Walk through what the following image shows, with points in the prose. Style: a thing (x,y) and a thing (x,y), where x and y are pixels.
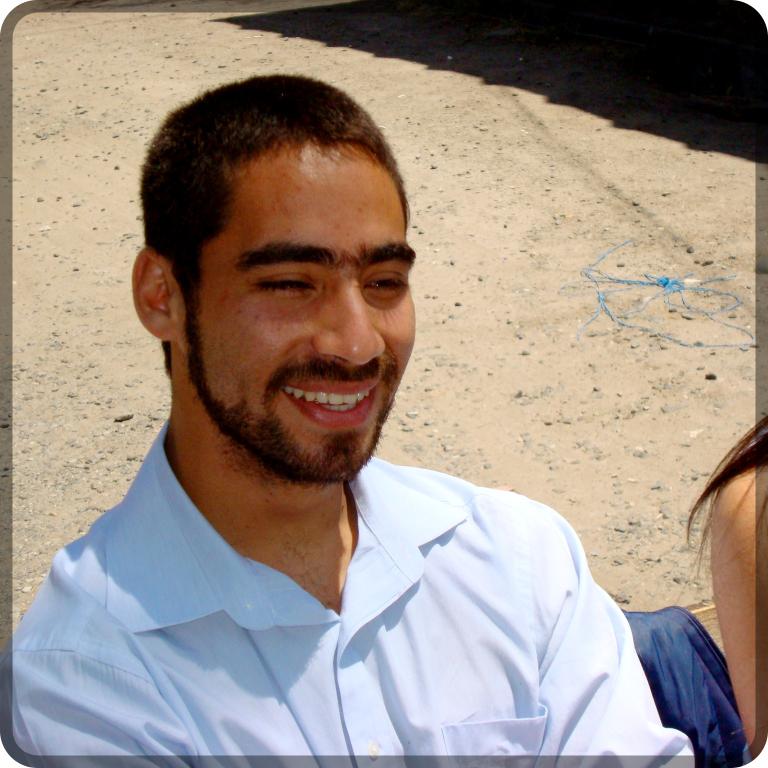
As we can see in the image there is a man (245,574) and a woman (761,441) sitting on bench (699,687). In the background (693,124) there is a shadow (703,128).
